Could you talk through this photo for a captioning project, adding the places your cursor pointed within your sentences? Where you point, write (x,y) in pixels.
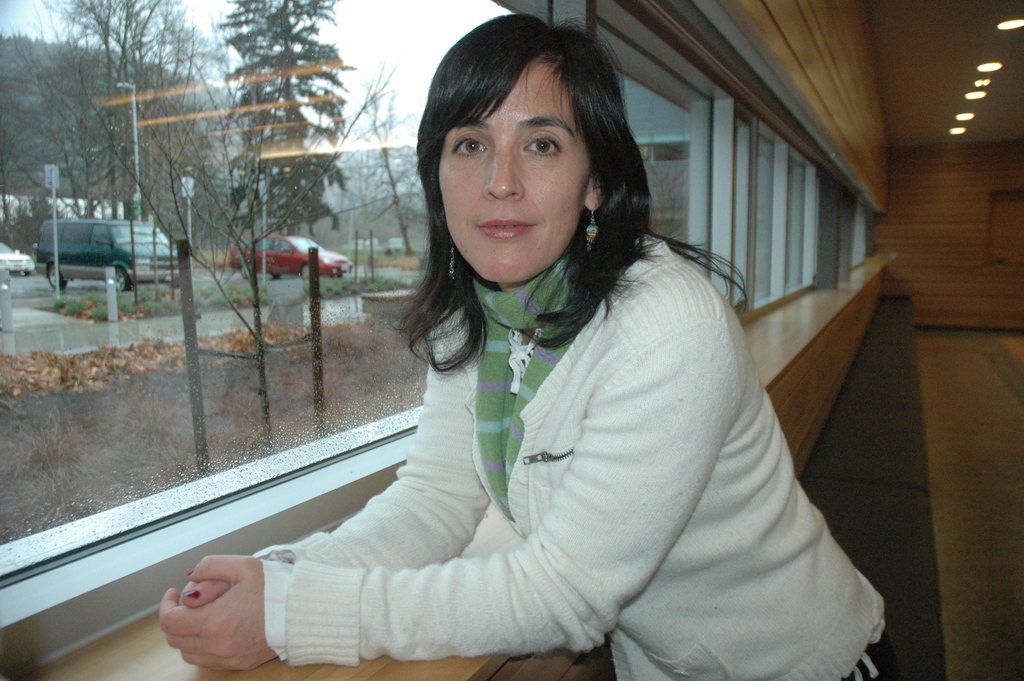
In the image there is a woman (693,380) posing for the photo in the foreground (655,451) and beside her there are windows (693,218), in the background (941,235) there is a wooden wall (934,204) and behind the windows (196,264) there are vehicles (99,234), trees (105,133) and poles (133,103).
